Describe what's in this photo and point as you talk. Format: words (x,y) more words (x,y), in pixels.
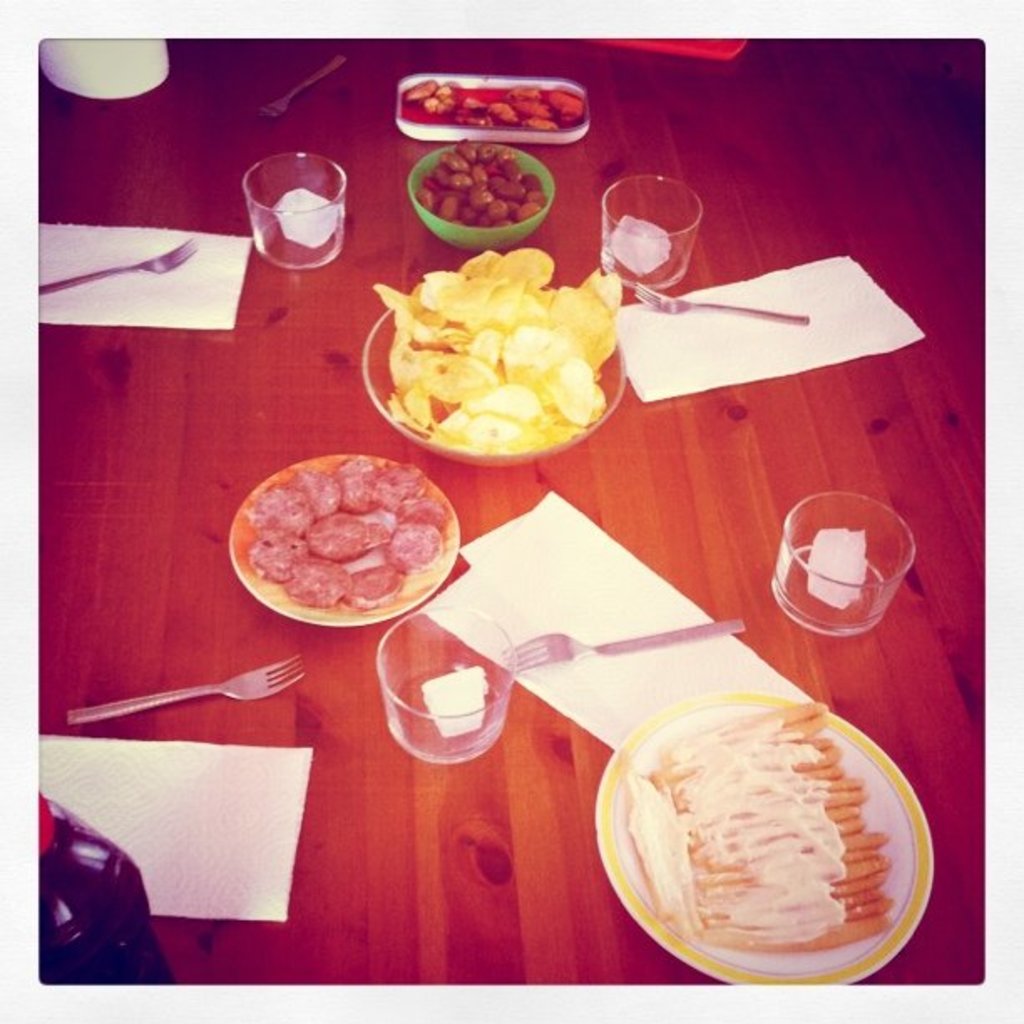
In this image I can see a table (295,340) on which glasses (868,590), plates (316,463), bowls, forks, tissue papers (301,765) and food items (458,371) are kept. This image is taken may be in a room (356,665).
